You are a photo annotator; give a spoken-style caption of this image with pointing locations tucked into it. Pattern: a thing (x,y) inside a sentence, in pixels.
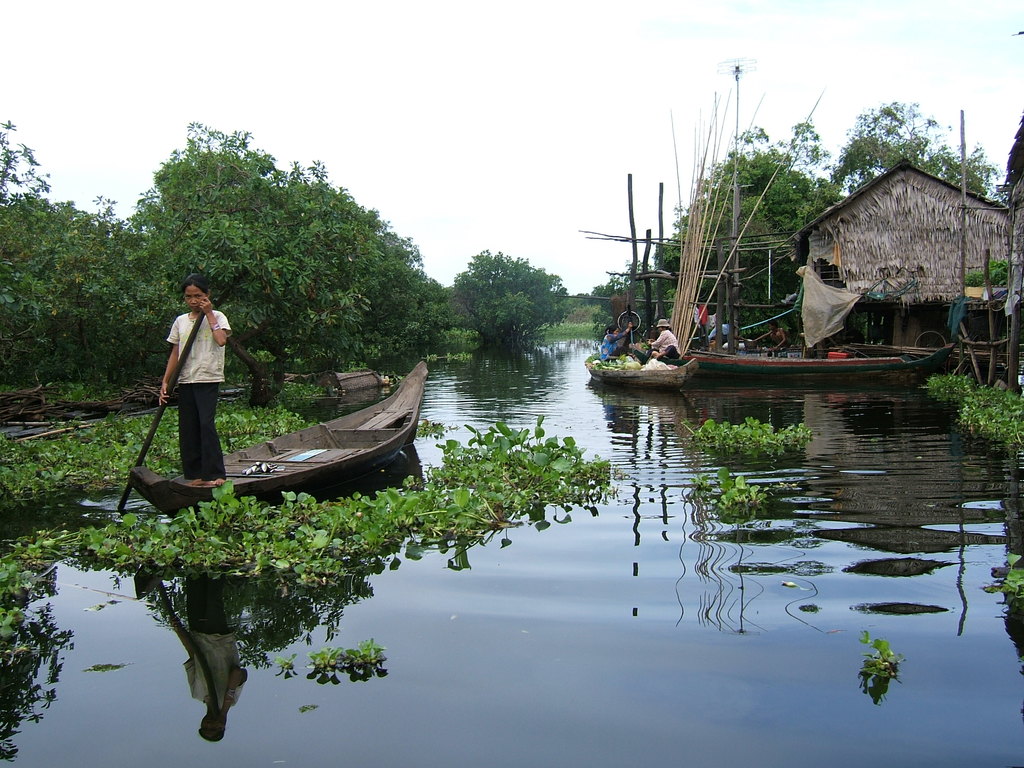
At the bottom of the image (964,696) there is water (318,404). Above the water (307,401) there are some boats (349,417) and few people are standing and sitting on boats (841,363). Behind the water (434,348) there are some trees (510,303) and sheds (1023,167). At the top of the image (504,26) there are some clouds (1002,145) and sky (207,65).
